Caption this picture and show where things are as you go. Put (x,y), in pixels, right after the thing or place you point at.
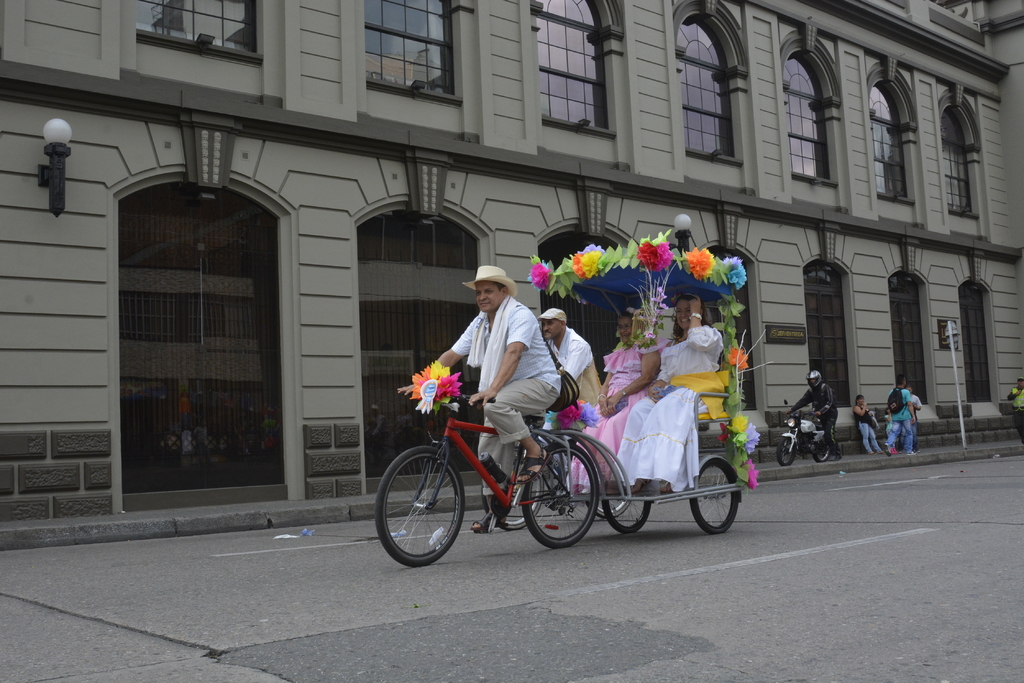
In this picture there were two bicycles (520,488) and one cart (724,393) is attached to one of the bicycle (424,495). There were two women (631,437) sitting in the cart (701,373) wearing two long frocks (681,374) and smiling. The cart (647,294) was decorated with flowers (739,427) and leaves (738,443). The person (543,459) riding on the bicycle (515,474) wearing a white t shirt (541,361), cream pant (523,403) and a hat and a second person (581,353) is also wearing white T shirt (568,340) and a hat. In the sidewalk (824,467) there were group of people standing and walking. There is a another vehicle (809,415) and a person (830,434) holding it, wearing a helmet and black suits (812,397). In the background (873,146) there is a building (237,154) with too many windows (587,35) and gates (204,260).
